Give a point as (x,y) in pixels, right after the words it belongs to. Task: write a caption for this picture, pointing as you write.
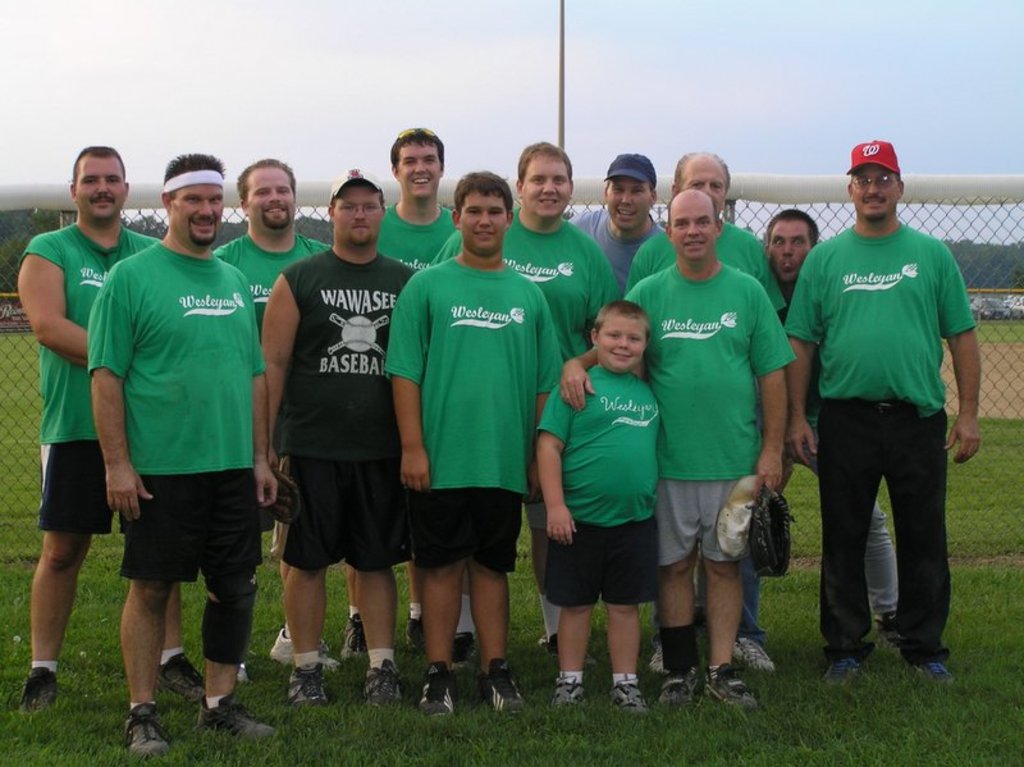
This picture might be taken inside a playground (923,754). In this picture, in the middle (609,350), we can see group of people (582,345) standing on the grass (793,706). In the background (1010,231), we can also see net fence (990,212), pole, trees (1023,257), cars (1003,297). On the top (803,92), we can see a sky (745,98), at the bottom (750,745) there is a grass (799,693).
